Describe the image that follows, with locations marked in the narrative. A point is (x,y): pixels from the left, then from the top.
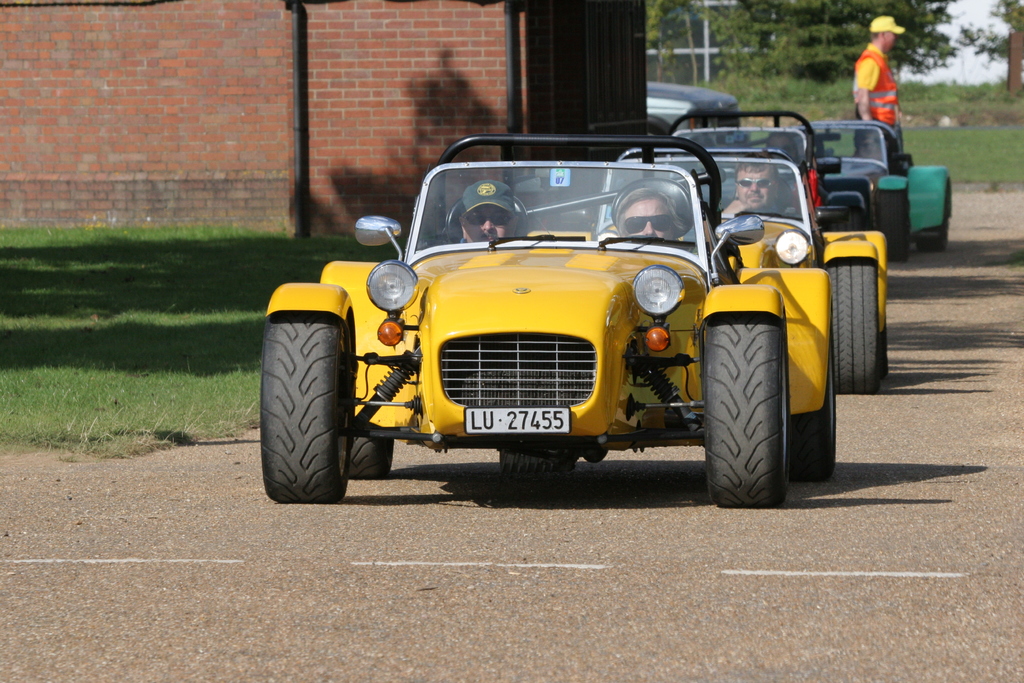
In this image we can see few people (753,196) are riding vehicles (533,218) on the road (729,511) and there is a person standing on the road (904,326). Here we can see grass (197,322), walls (27,50), poles (1017,46), plants (822,100), and trees (1015,15).
